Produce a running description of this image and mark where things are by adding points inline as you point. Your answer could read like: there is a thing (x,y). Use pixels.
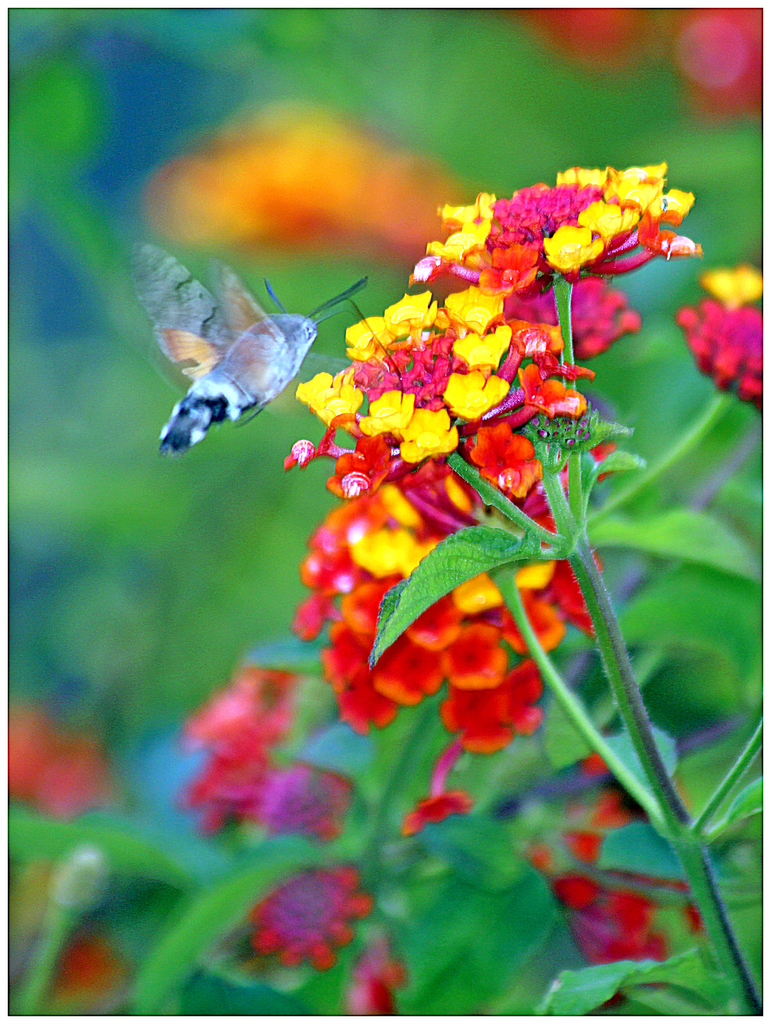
In this picture there is a butterfly (155,292) which is flying near to the flowers (446,445). In the right (526,503) I can see the yellow and red flowers (512,685) on the plant (495,645). At the bottom (515,863) I can see the leaves (411,927).
